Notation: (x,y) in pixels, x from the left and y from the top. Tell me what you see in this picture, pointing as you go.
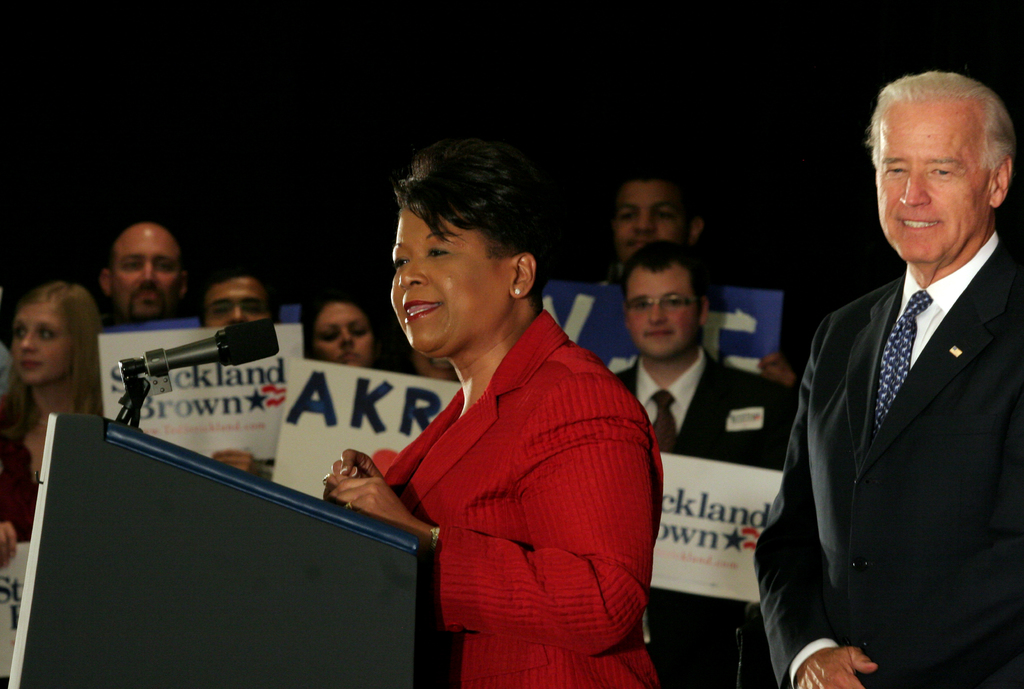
In this image I can see a woman (519,487) wearing red dress (529,469) is standing in front of a podium (247,549) and a microphone (253,351). I can see a person (876,359) wearing white shirt (922,334), blue tie (901,328) and black blazer (900,538). In the background (710,424) I can see few persons (692,319) standing and holding few boards (227,381) in their hands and the dark background (258,153).
